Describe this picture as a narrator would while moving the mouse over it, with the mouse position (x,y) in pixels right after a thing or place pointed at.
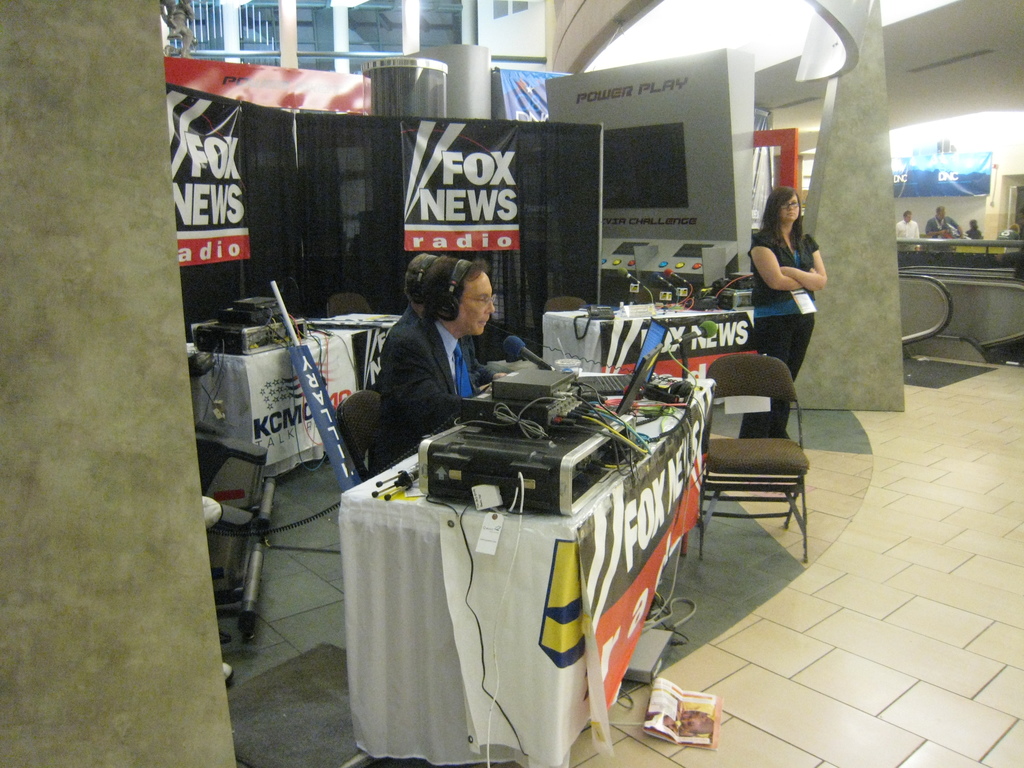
There are three tables (551,362). On the table (591,334) there are some electronic devices (491,418). On the front table (538,527) there are laptops (642,356), mic (518,355), banners (578,552) and some other items (461,489) are there. A person (417,358) wearing headset (450,304) is sitting near to the table (666,444). Also there is a lady (770,288) is standing in the back (802,274). Also there are many banners (422,137) in the background (466,145).
